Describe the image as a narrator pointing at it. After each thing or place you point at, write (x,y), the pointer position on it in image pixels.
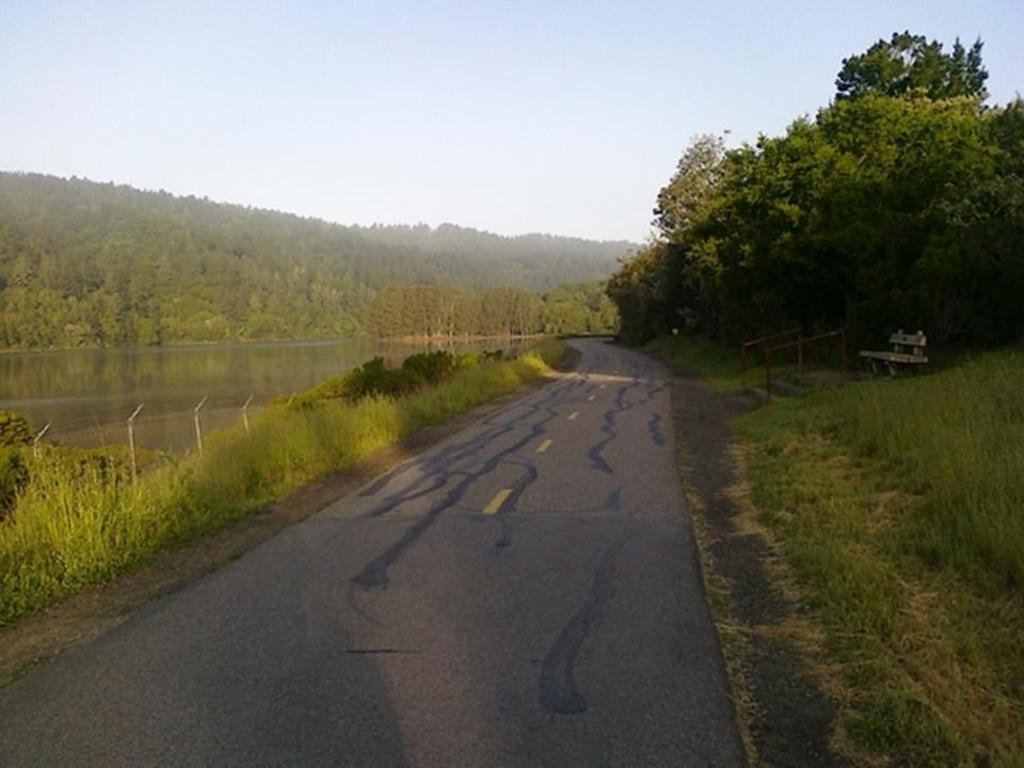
In this picture we can see road (472,614) in the middle (355,510), on the left side (304,357) there is water (172,405), we can see grass (922,529) on the right side (924,530) and left side (120,503), in the background (784,220) there are some trees (692,200), we can also see a bench (893,355) on the right side (916,344), there is the sky (485,111) at the top of the picture (443,104).
